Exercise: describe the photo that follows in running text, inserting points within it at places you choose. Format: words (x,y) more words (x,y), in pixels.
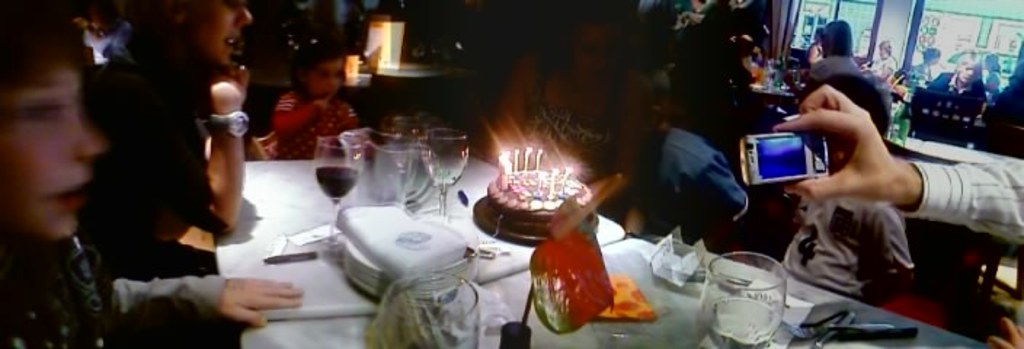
In this image, we can see a table (505,259), on that table (474,266) there are some glasses (448,171) and we can see a cake (548,192), there are some candles (530,156) on the cake (518,187), we can see some people (56,189) sitting on the chairs (995,244) around the table (519,257).
